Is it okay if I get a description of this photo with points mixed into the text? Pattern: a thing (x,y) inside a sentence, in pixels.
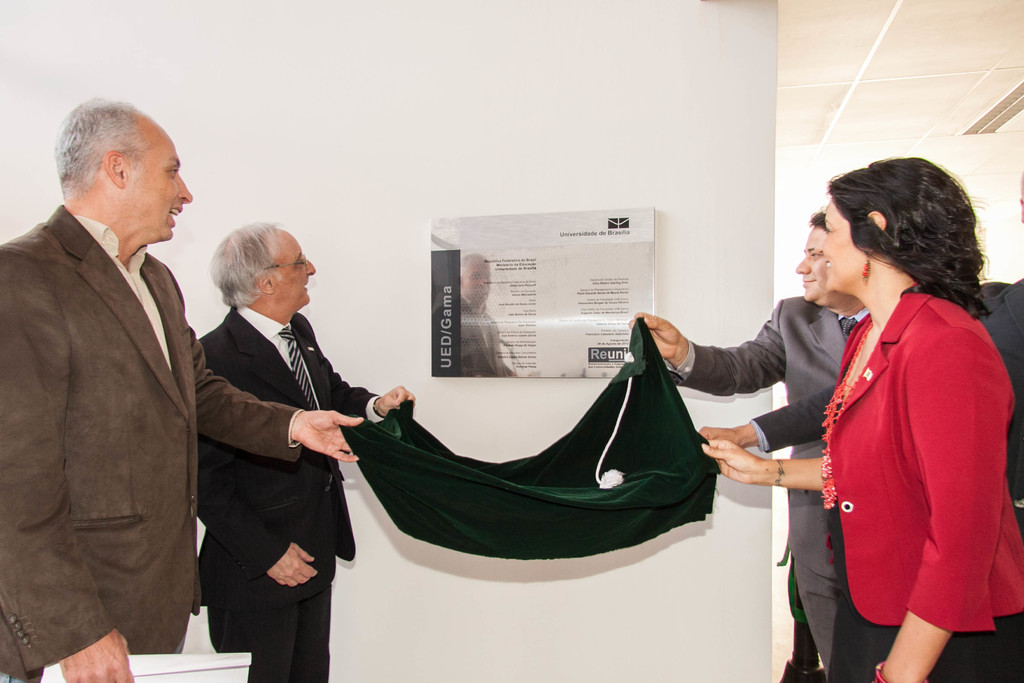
As we can see in the image there is a white color wall (548,120), banner (555,221) and few people (837,632) over here. They are holding dark green color cloth (677,471).
